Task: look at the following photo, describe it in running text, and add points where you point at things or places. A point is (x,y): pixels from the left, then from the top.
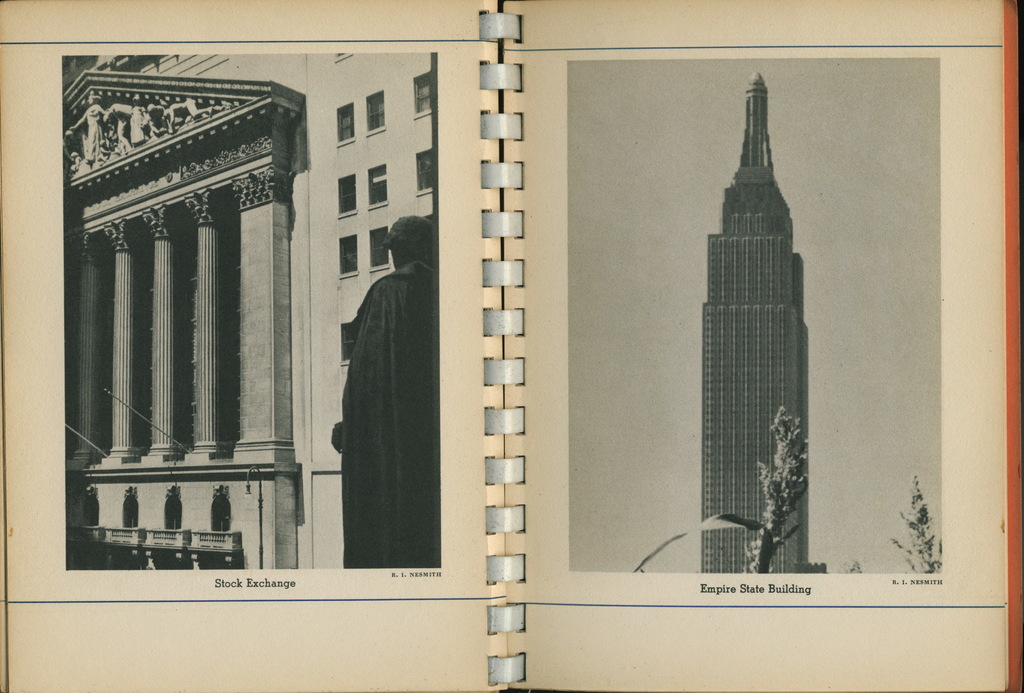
In the foreground of this image (535,384), there is a book (505,23) opened with two images (616,318) on it.
